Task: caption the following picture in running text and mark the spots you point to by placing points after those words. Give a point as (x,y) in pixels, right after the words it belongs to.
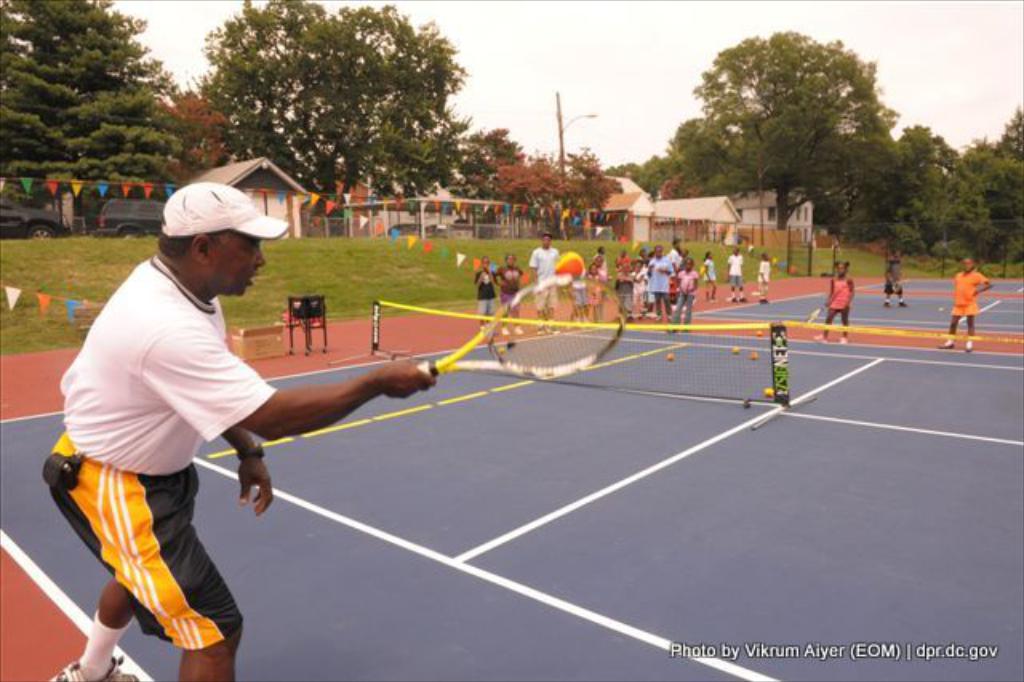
This picture is of outside which is a tennis court (852,446). On the left (169,341) there is a man (176,383) wearing white color t-shirt (166,367), holding a racket (536,346) and playing tennis. On the right (845,268) there are group of persons (967,298) standing. In the center (658,255) there are group of people (645,260) standing. In the background (633,79) we can see the sky (605,112), a pole (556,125), some buildings (651,205) and trees (810,125).
